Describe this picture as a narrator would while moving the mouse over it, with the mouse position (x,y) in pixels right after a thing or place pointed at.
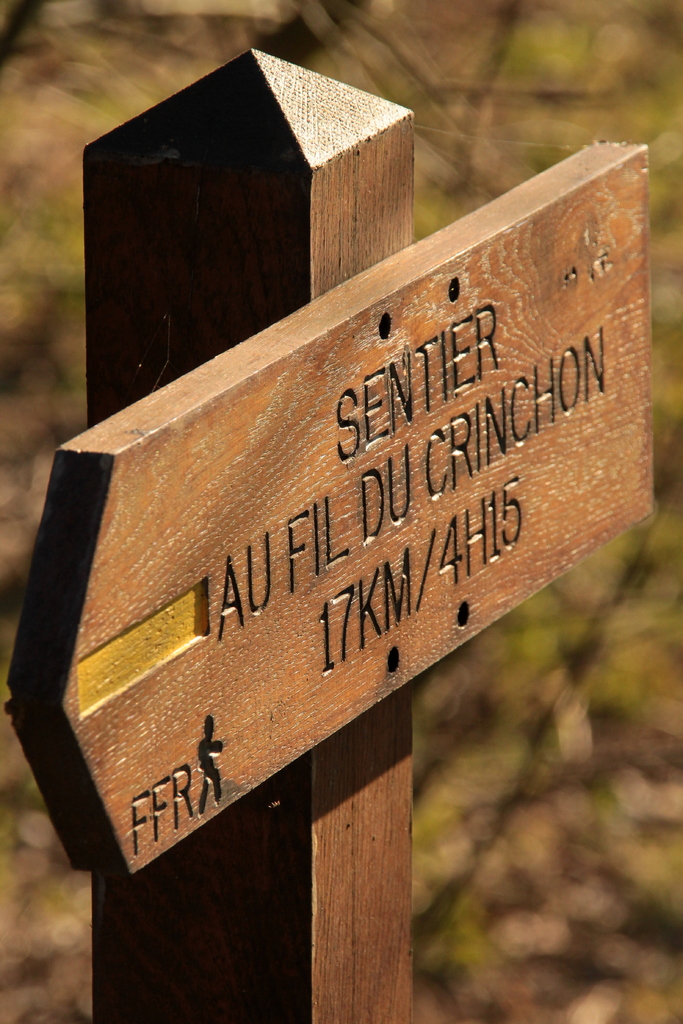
In the image I can see the wooden board (288,381) is attached to the wooden pole (301,163). Background (676,643) is blurred. Something is written on the board (389,481).
